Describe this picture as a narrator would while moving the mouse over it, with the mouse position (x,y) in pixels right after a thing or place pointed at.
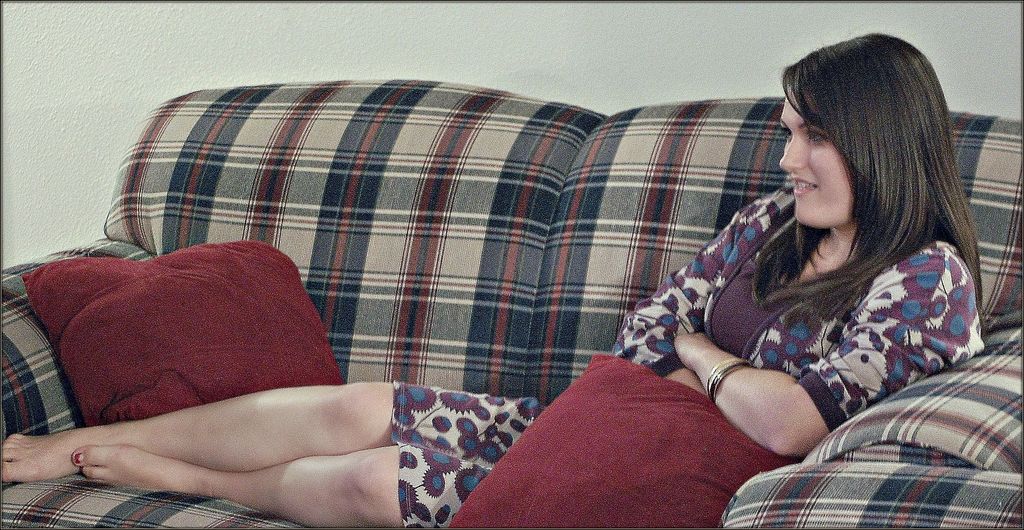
This image consists of a woman (834,326) sitting in a sofa (472,379). And we can see red colored cushions (260,379). In the background (597,57), there is a wall (19,49).
